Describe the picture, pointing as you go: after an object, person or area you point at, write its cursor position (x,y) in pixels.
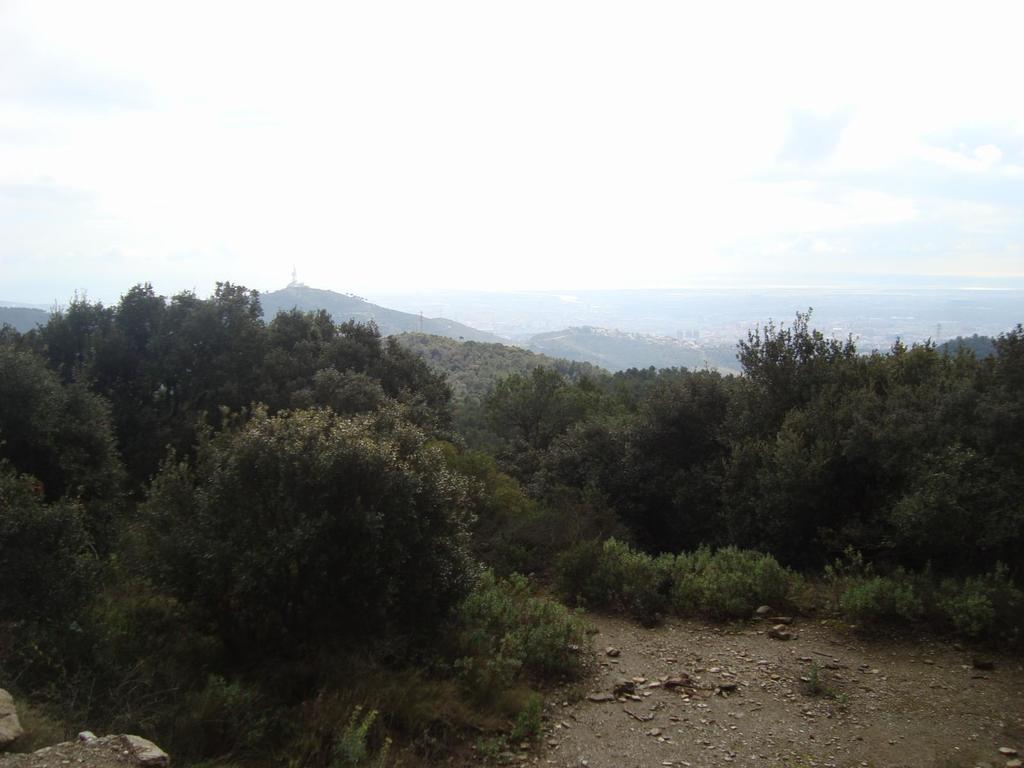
In the center of the image (568,389) we can see hills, trees (509,386) are there. At the top of the image (720,160) clouds (807,174) are present in the sky (801,208). At the bottom of the image (787,692) ground (826,700) is there. At the bottom left corner (141,744) some rocks (156,755) are there.
